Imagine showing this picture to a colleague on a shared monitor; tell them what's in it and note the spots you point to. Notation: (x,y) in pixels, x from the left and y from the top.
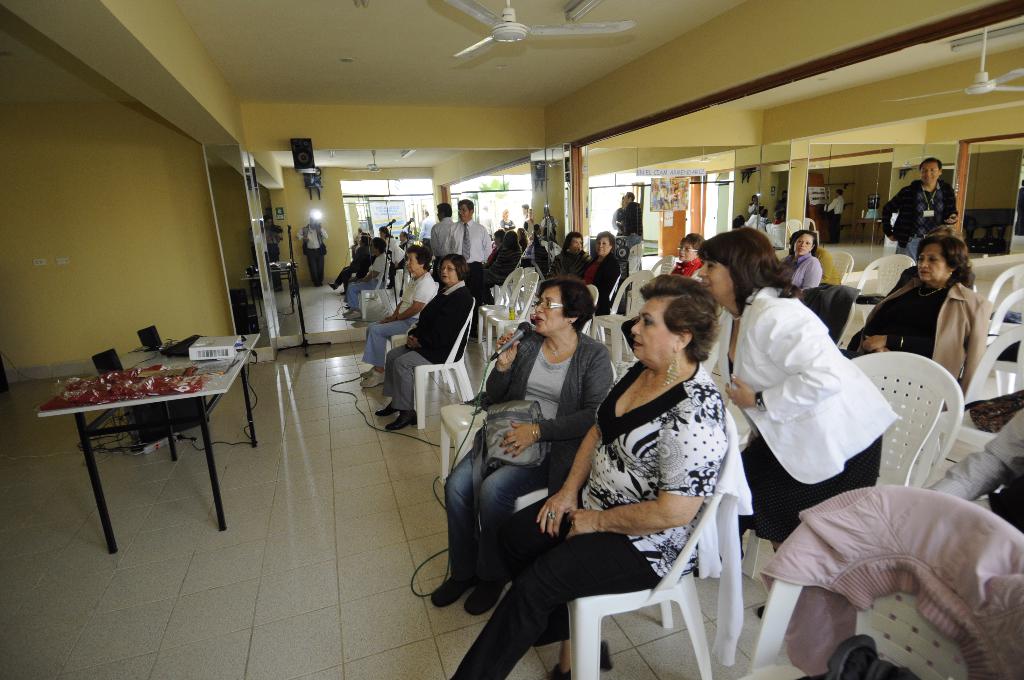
As we can see in the image there is a wall (173,166), fan (601,32), few people (757,375) sitting on chairs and there is a table (199,392). On table (217,385) there is a projector (223,345) and laptops (189,341).
